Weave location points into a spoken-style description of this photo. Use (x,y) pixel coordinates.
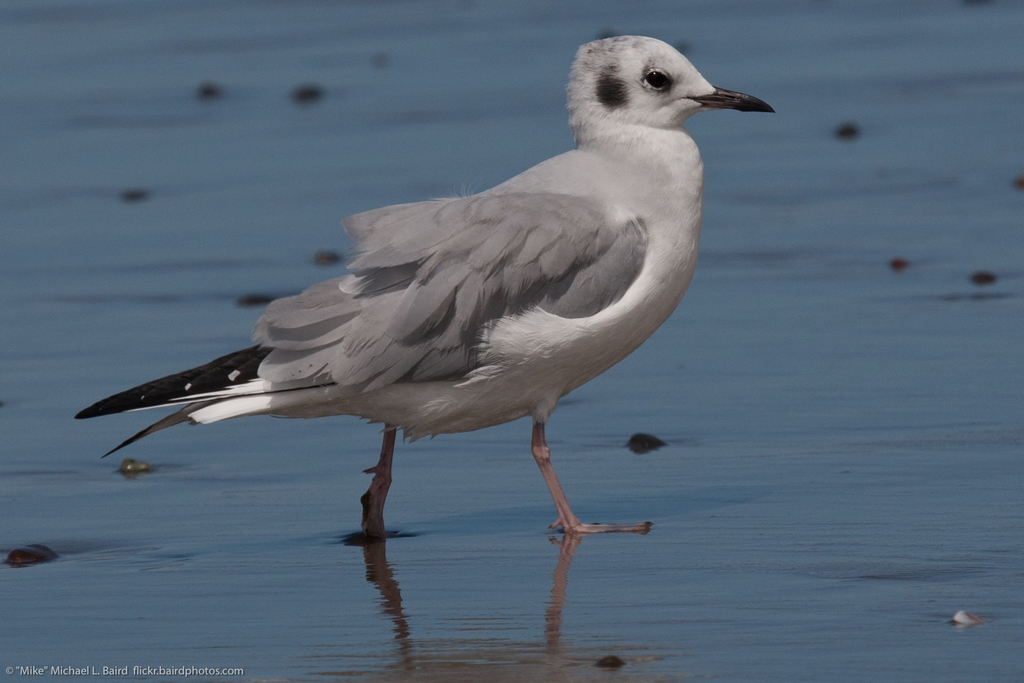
In this picture we can see a bird (450,353) and water (831,253), at the bottom left of the image (80,669) we can see a watermark (84,669).
